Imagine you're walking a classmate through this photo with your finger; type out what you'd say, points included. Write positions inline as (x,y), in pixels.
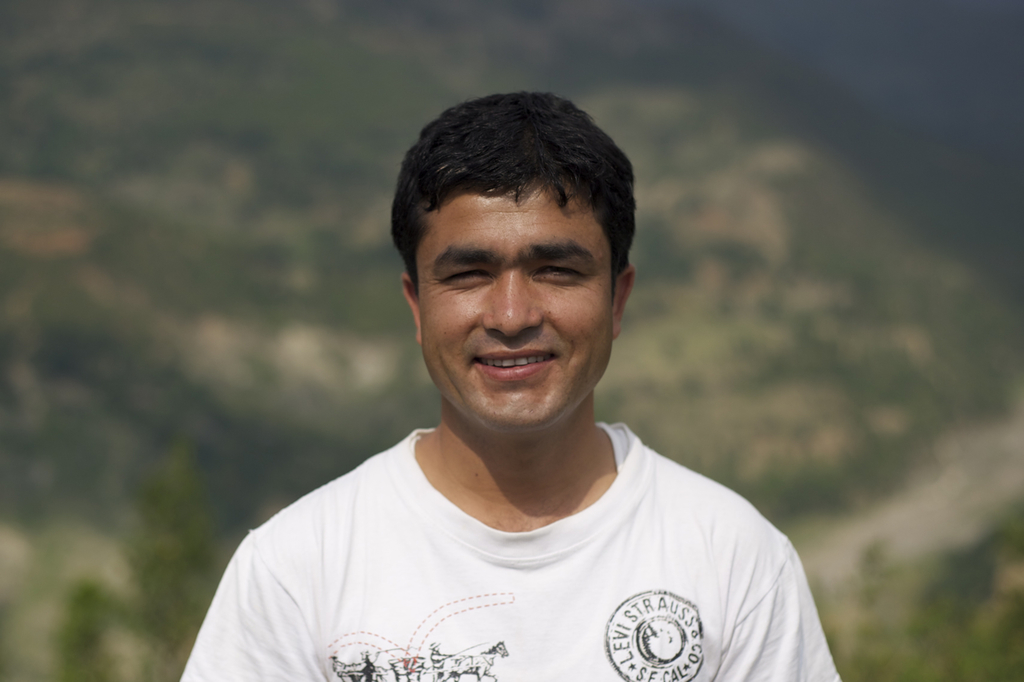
In this image we can see a man (472,195) smiling.
